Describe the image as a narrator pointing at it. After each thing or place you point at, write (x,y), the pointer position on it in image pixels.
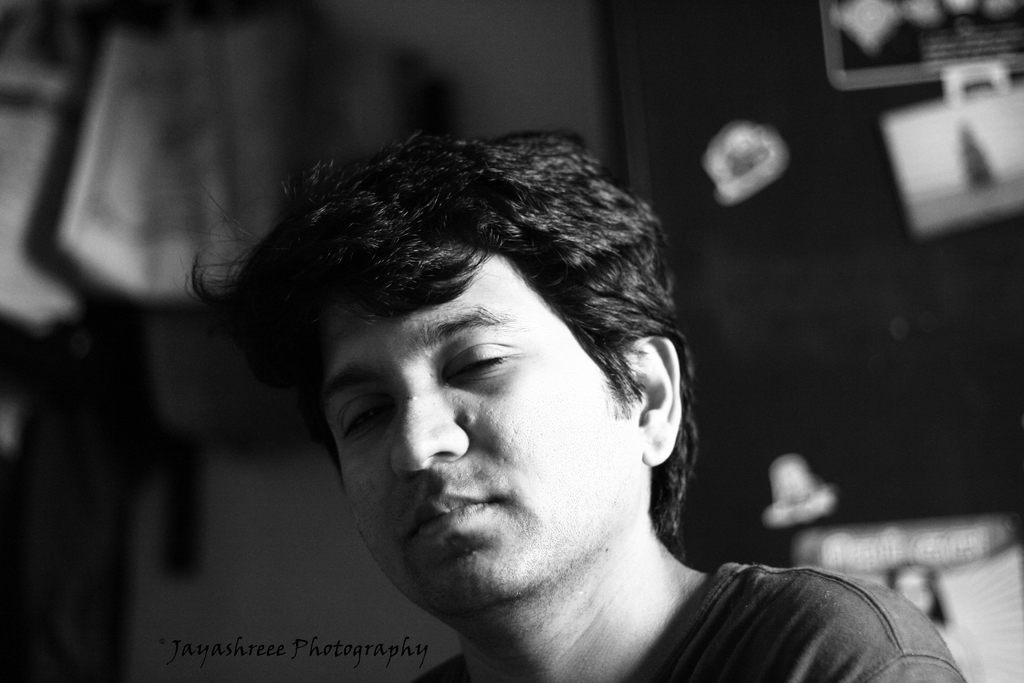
This is a black and white picture. In this image, we can see a person (543,482). In the background (851,413), we can see the board (942,297), posters (1003,147), some objects (29,176) and a blur view. At the bottom of the image (387,655), there is a watermark (362,662).
